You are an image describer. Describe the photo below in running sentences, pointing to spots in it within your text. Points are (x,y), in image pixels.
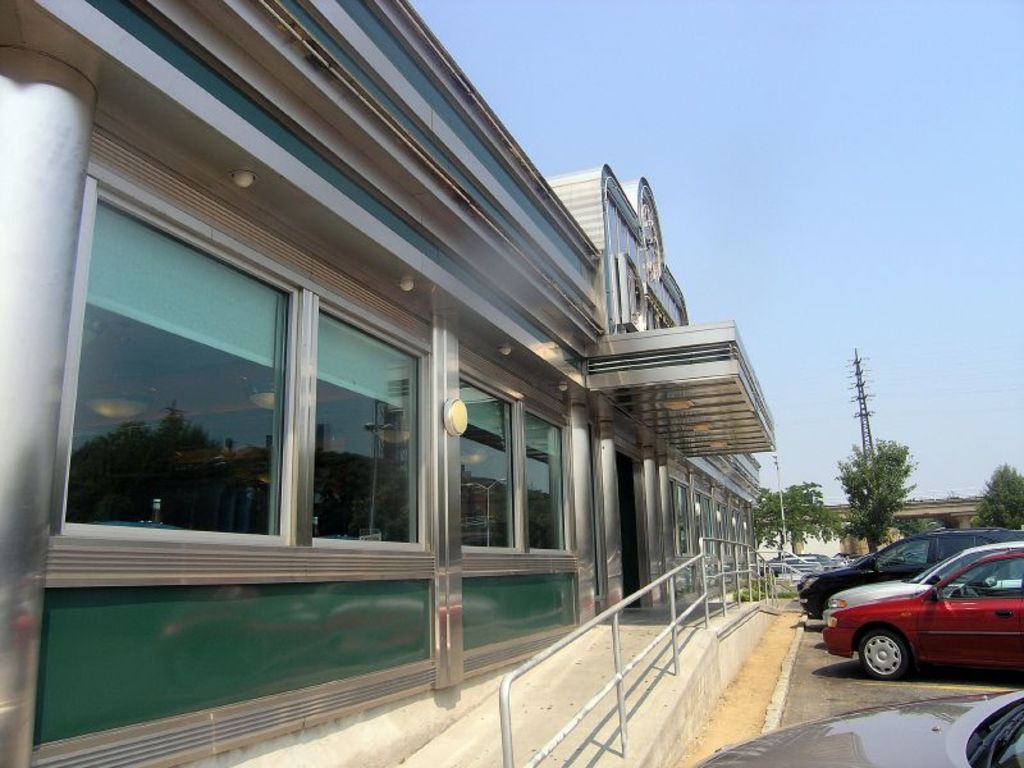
In this image I can see a building (329,408). There are vehicles (905,567), trees (904,468), there is a tower (864,372) and in the background (732,141) there is sky (724,142).
